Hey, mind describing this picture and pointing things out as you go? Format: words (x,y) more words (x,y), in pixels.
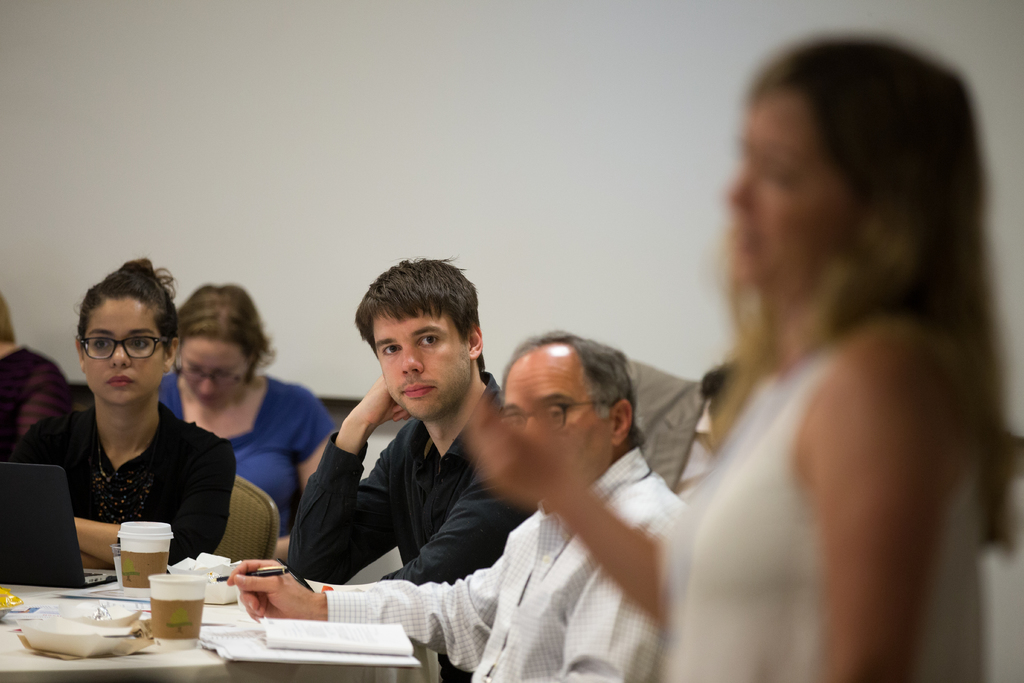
In this image in the front (792,455) there is a woman (795,469) standing and speaking. In the background (200,412) there are persons (242,409) sitting and there is a table (174,651), on the table (216,655) there is a laptop (18,554), there are glasses (174,591), papers (299,635) and in the background (220,195) there is a wall (298,191) which is white in colour.
